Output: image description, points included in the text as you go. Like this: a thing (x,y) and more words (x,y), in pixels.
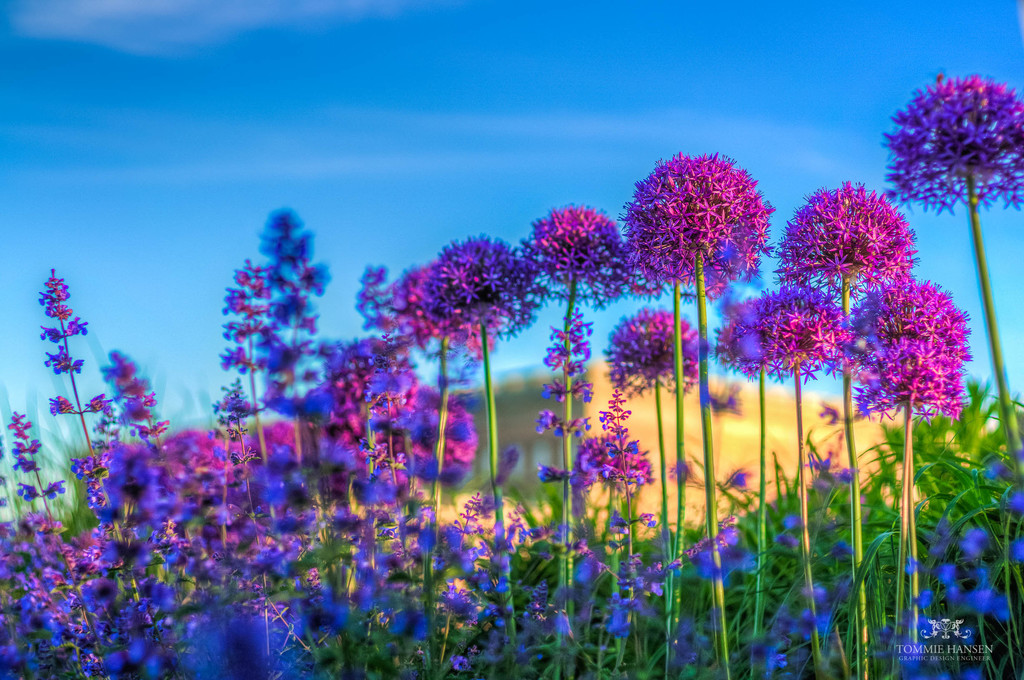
In this image I can see some flowers (400,387). In the background (467,217), I can see the clouds (453,160) in the sky (508,115).
